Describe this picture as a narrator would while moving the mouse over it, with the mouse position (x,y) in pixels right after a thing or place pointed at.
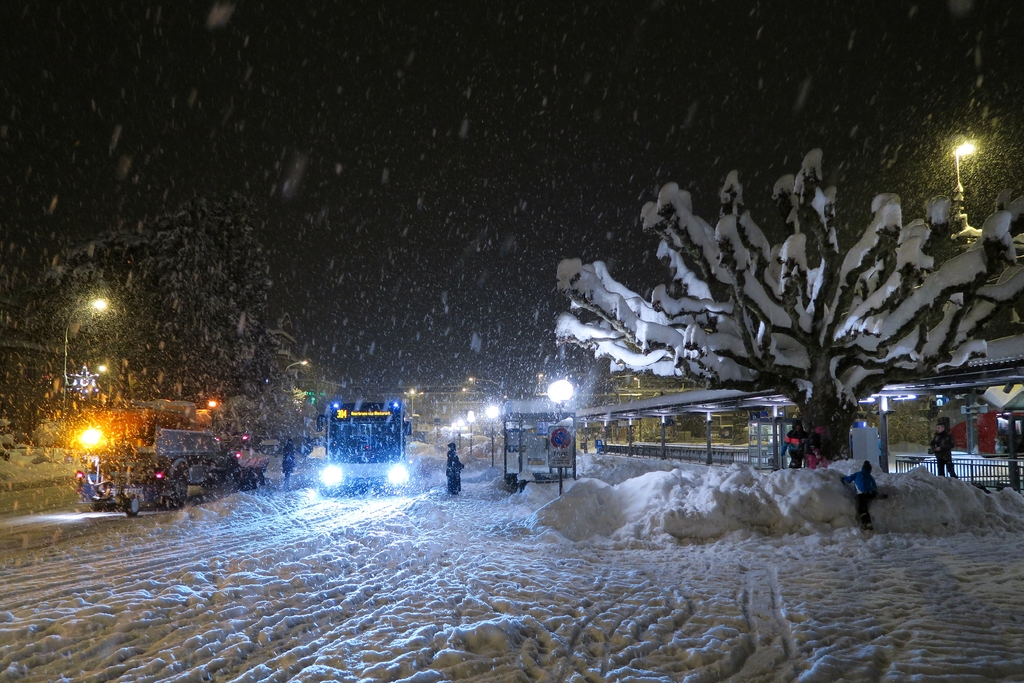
In this picture I can observe some snow (339,537) on the land (361,571). On the right side (827,399) there is a tree (684,291). I can observe some people (287,475) in this picture. There is a vehicle (335,458) on the left side (322,423). In the background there is sky (273,180) which is completely dark.
